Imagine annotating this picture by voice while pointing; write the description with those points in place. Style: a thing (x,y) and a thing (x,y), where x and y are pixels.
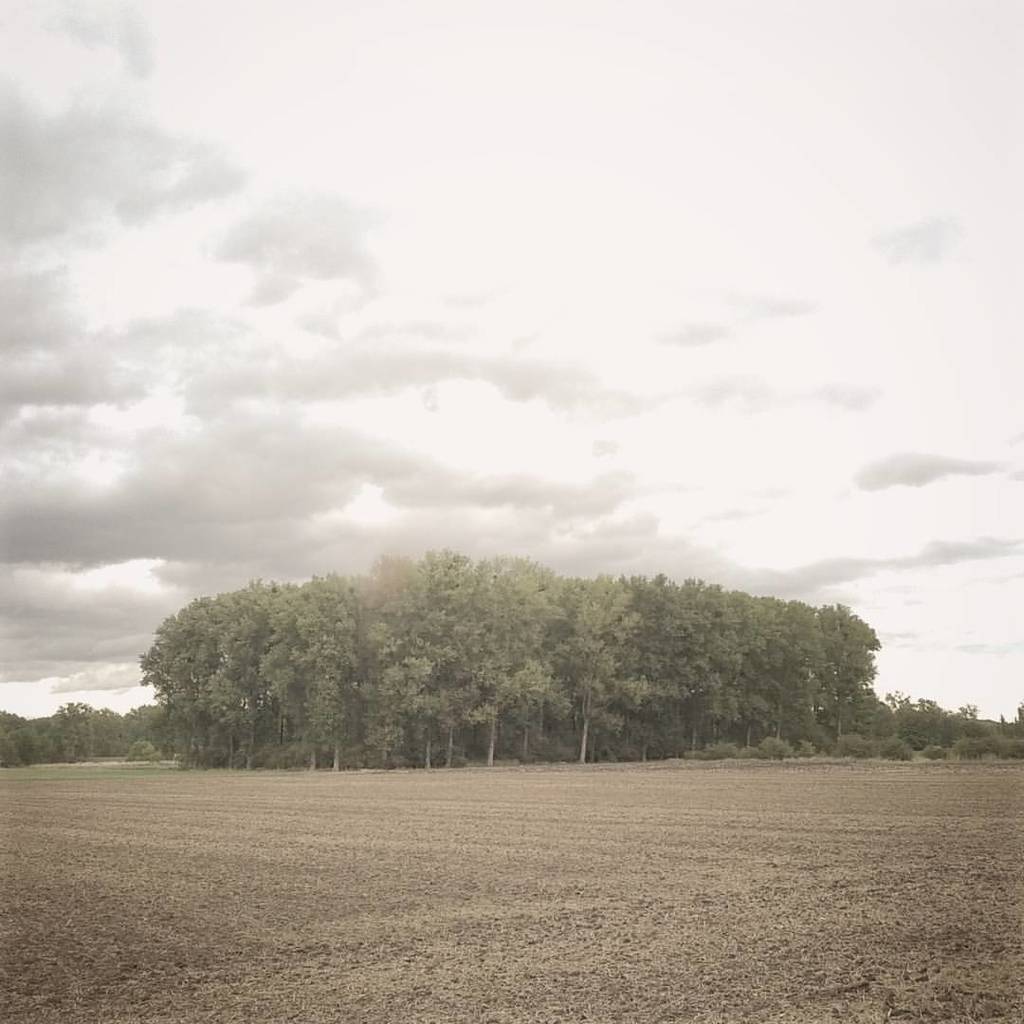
In this image we can see a group of trees (686,746) and in the background (383,468), we can see the cloudy sky (397,465).
